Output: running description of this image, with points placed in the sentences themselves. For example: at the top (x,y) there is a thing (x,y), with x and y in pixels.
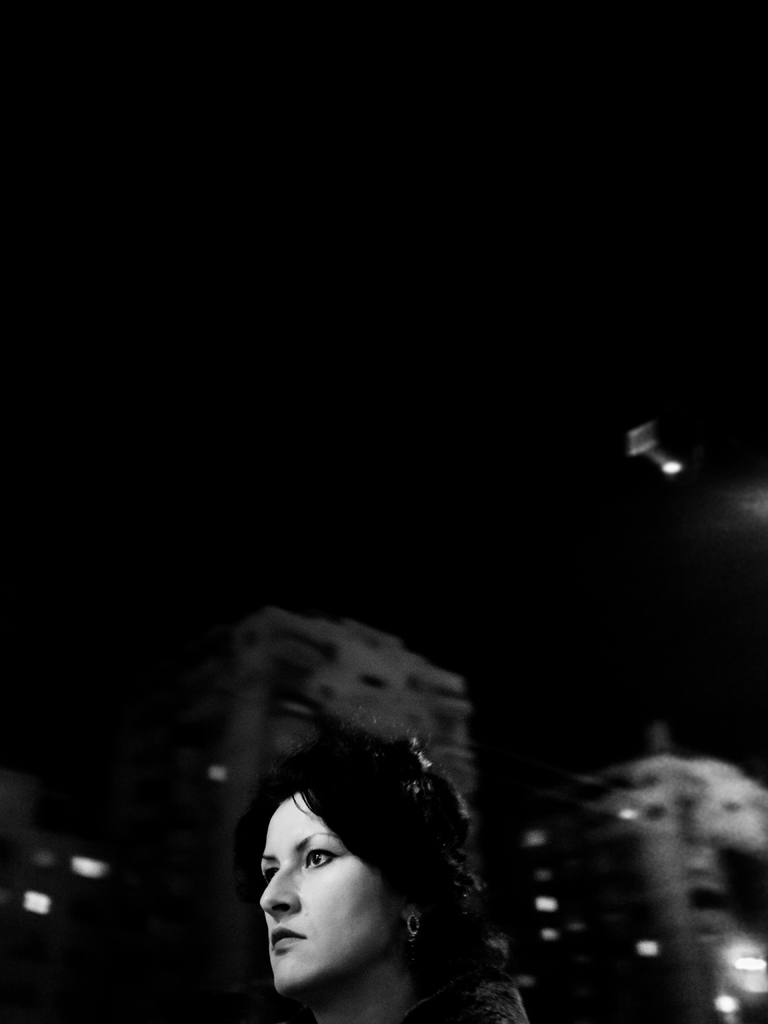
In this image I can see the black and white picture in which I can see a woman's head (346,798). In the background (387,569) I can see few buildings (621,829), few lights (548,877) and the dark sky (273,329).
